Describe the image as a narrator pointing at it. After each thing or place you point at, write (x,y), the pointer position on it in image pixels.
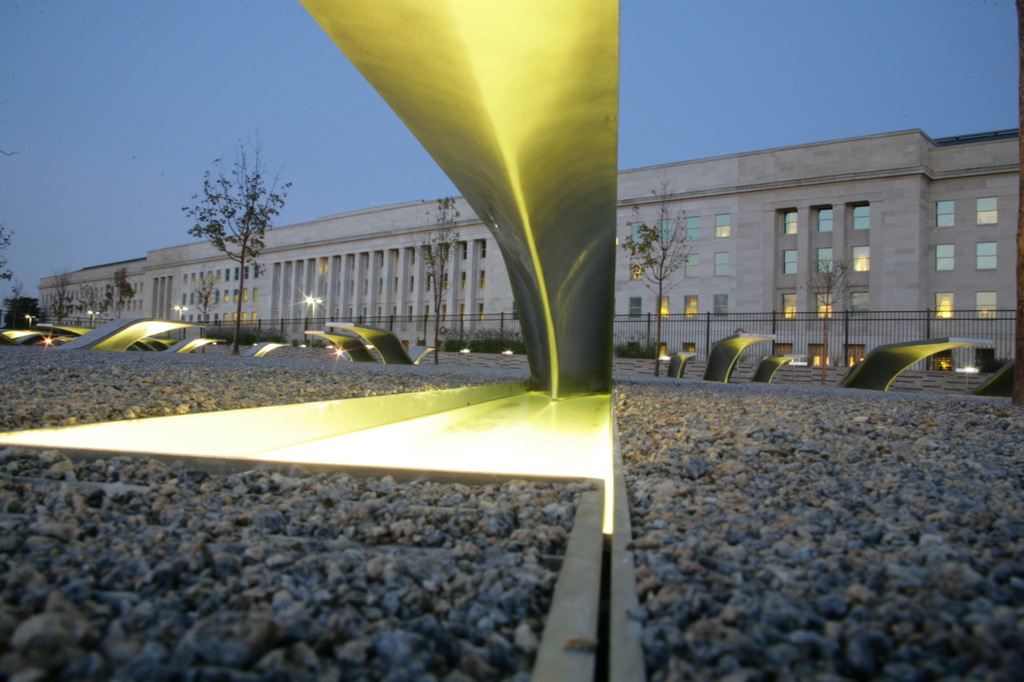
In this picture we can see a path (460,624) filled with stones (331,517) and decorated with lights (430,456) and trees (22,321). In the background (449,308), we can see a building (481,264) with many windows (946,309). The sky (217,23) is gloomy.
